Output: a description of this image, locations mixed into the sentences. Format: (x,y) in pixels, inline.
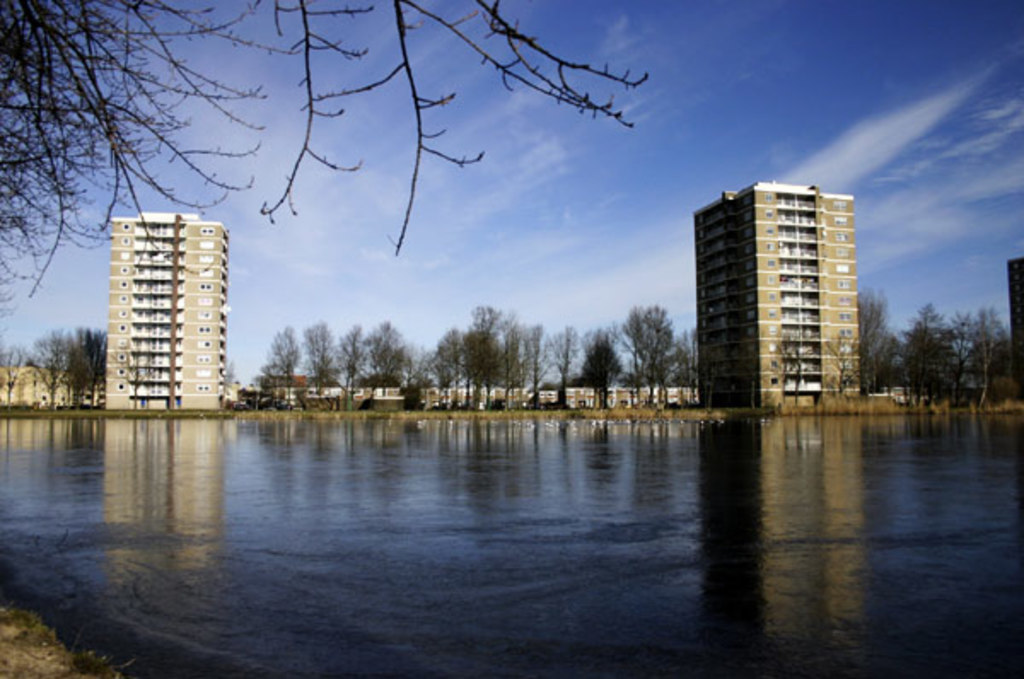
In this image in the center (373,448) there is water (482,511) and in the background (124,366) there are buildings (223,380), trees (480,377) and on the top left (27,46) in the front (84,83) there are branches (101,109) and the sky (501,112) is cloudy.
